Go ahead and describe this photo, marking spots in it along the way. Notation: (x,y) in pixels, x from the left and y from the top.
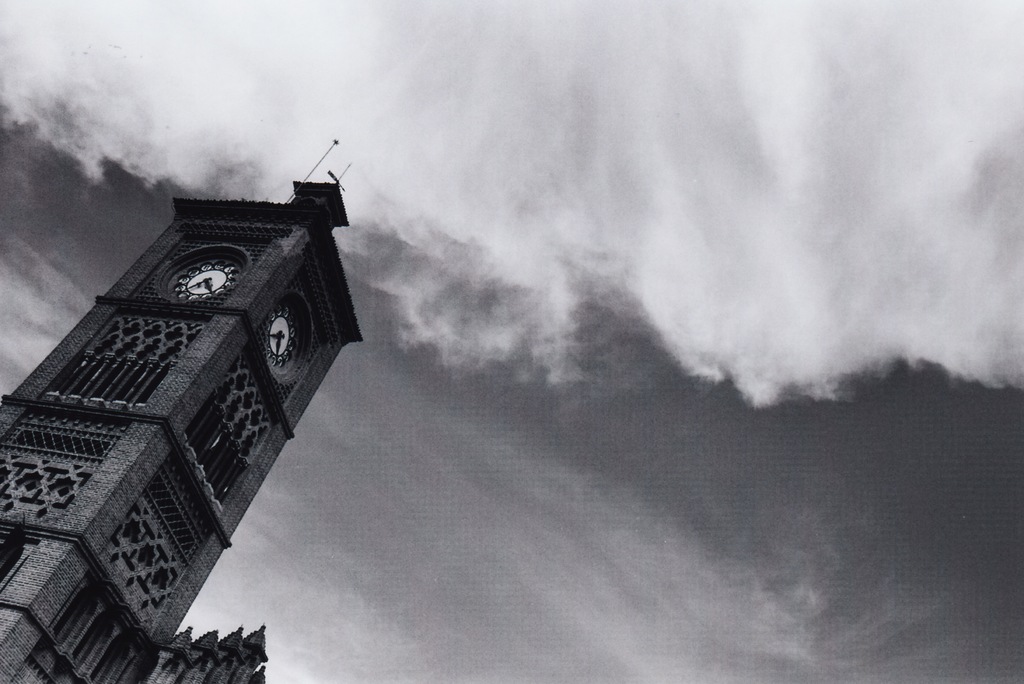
This picture is in black and white. On the left side (116,316), we see a clock tower (120,458). In the background (501,376), we see the sky (709,498) and the clouds (684,316).
